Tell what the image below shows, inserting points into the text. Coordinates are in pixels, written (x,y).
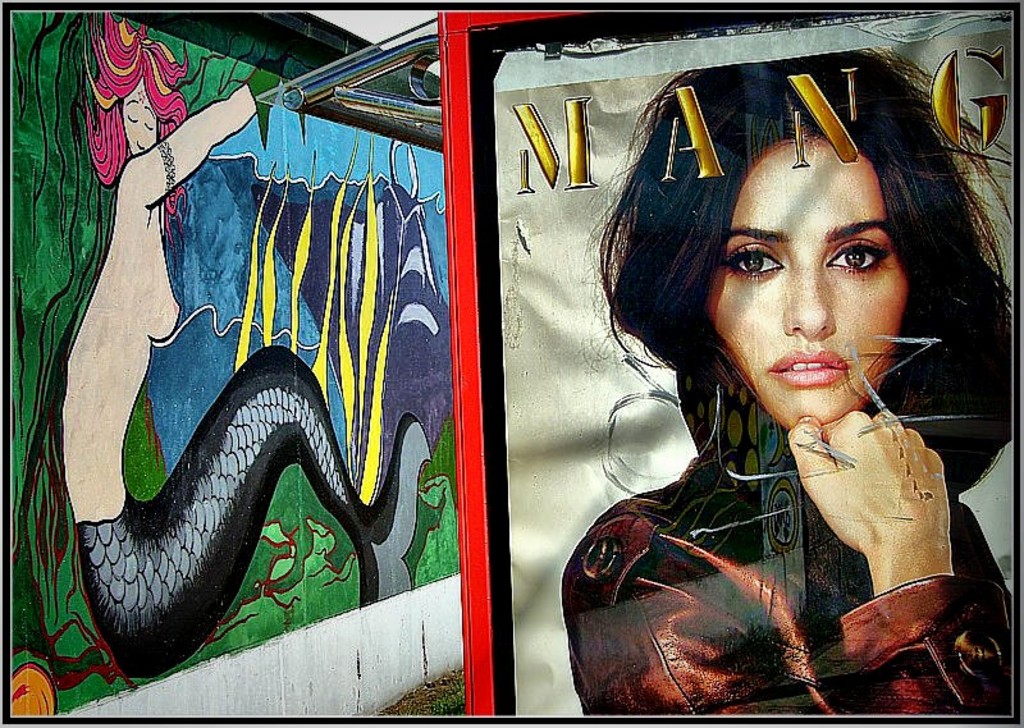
In this image I see the wall (178,549) over here on which is an art (133,154) of a mermaid (159,291) and I see the picture (674,206) of woman (765,396) over here who is wearing brown dress (744,582) and I see a word (692,148) written over here.
